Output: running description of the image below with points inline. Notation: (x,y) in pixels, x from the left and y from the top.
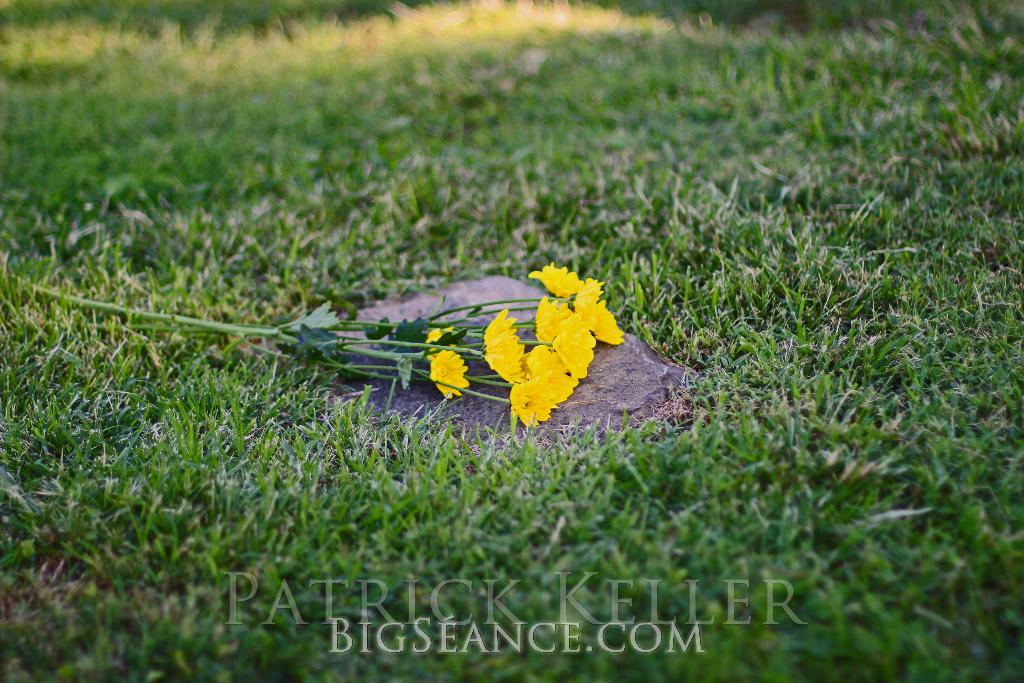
In this picture we can see the land (343,186) covered with grass (343,186) and a bunch of yellow flowers (319,323) placed on a rock (649,372).
